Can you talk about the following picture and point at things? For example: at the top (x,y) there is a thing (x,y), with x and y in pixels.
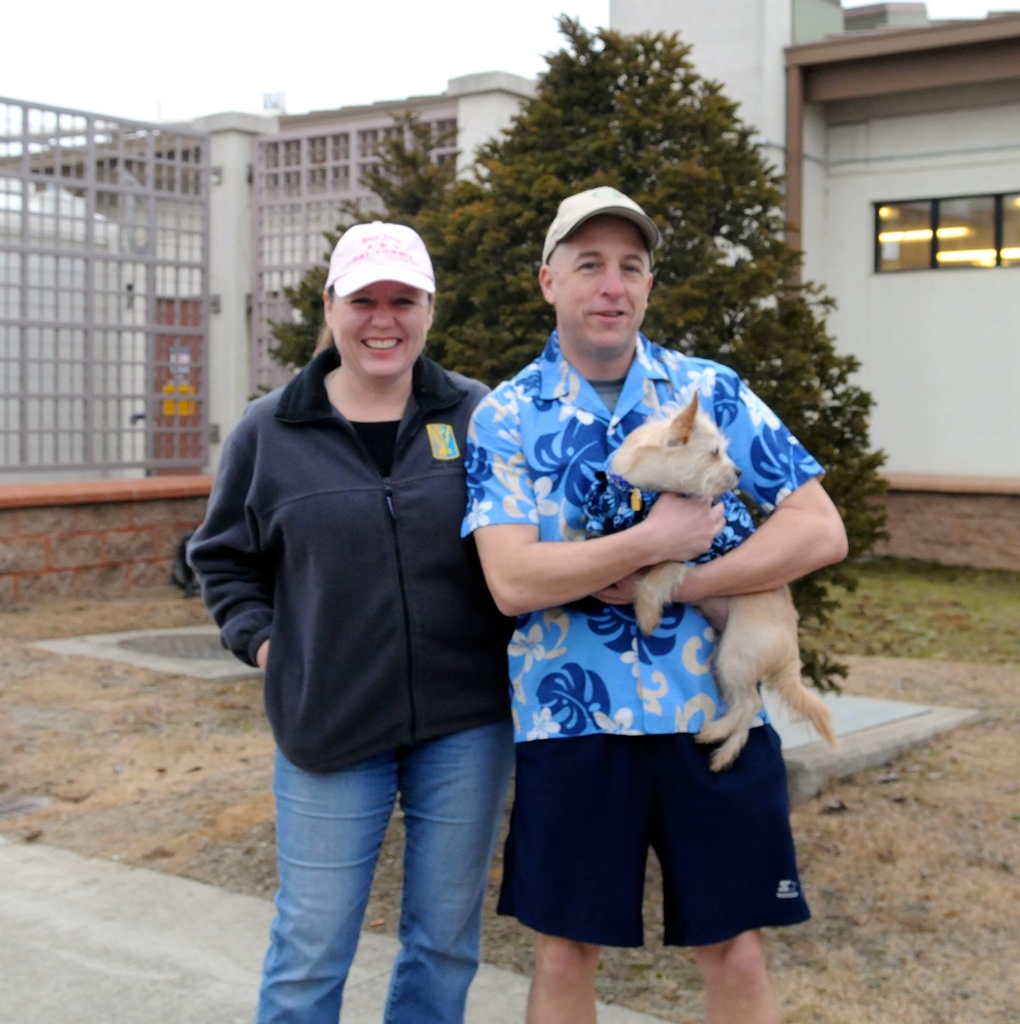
In this picture we can see a man (600,330) and a woman (297,478), the man (539,502) holding a dog (679,488) in his hands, in the background (813,413) we can see a tree (640,176) and couple of buildings (869,215).
